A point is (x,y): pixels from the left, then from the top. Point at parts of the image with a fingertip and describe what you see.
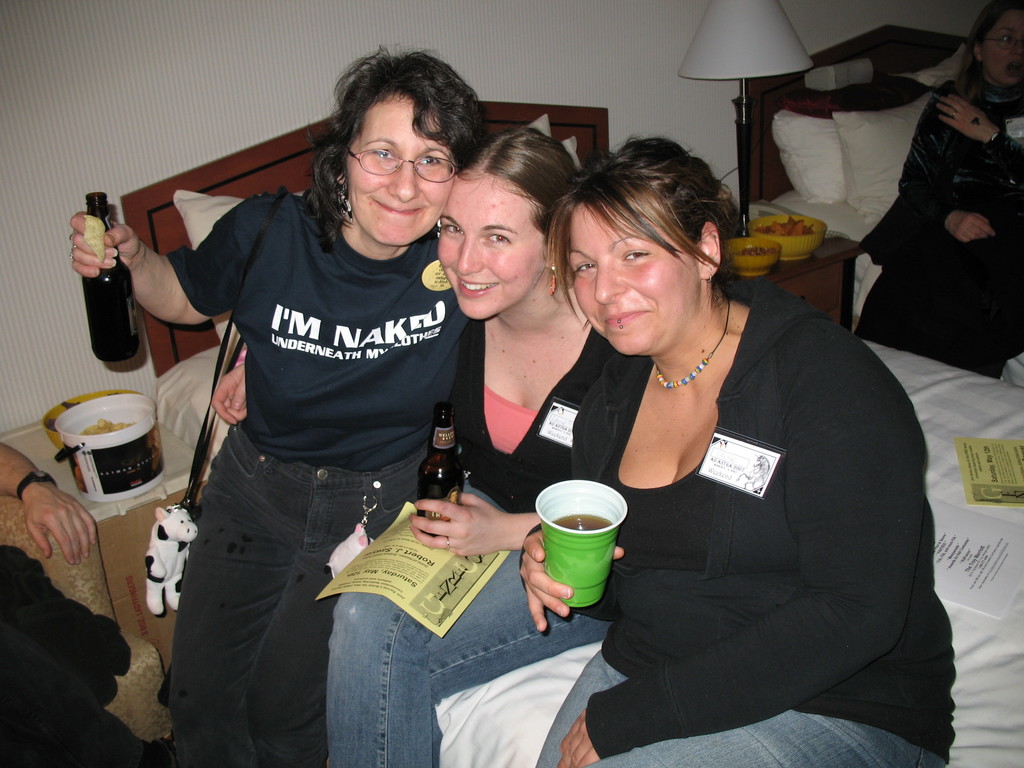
This picture is clicked inside the room (712,208). In this picture, we see three women (749,394) are sitting on bed (965,679). Two of them are holding beer bottle (427,479) in their hands (463,505) and one is holding a green glass (598,547) in her hand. Behind them, we see a table (801,263) on which bowl (816,232) containing some food (799,226) and lamp (729,58) is placed. Behind them, we see a white wall (549,68).
